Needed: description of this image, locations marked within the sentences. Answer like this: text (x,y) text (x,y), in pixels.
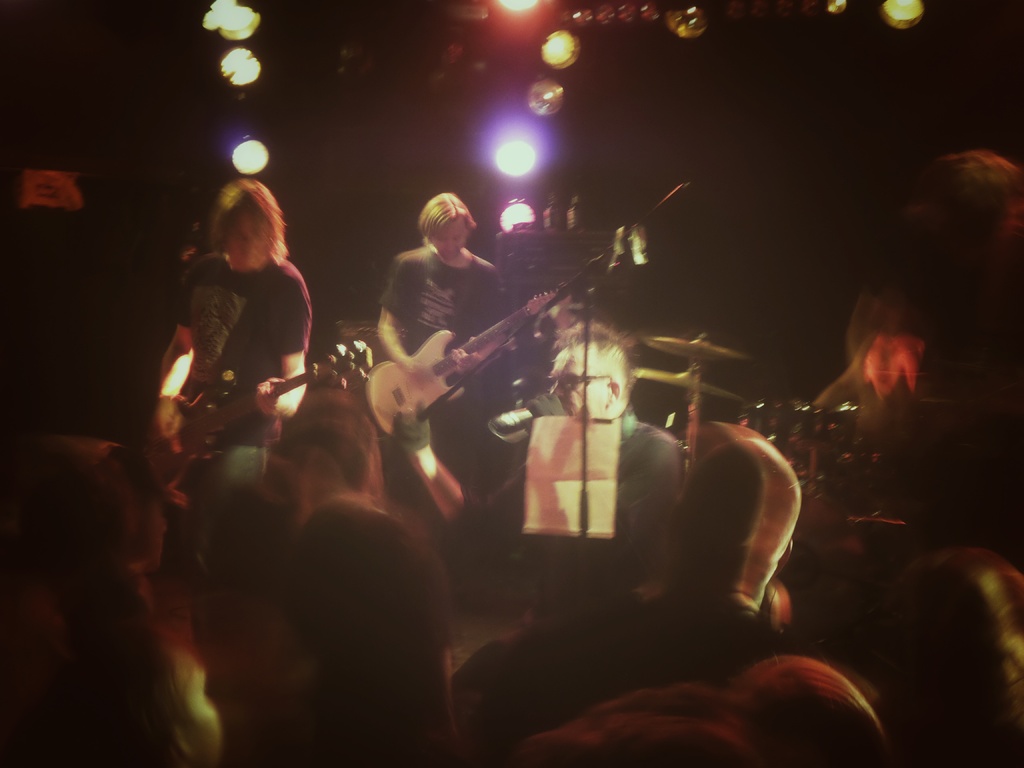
Here we can see two persons (249,433) playing a guitar (206,433) and there is a person (614,328) here singing on a microphone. Here we can see a few audience (782,760) who are watching these people (173,424). This is a lighting arrangement (692,15) onto the roof (148,43).
